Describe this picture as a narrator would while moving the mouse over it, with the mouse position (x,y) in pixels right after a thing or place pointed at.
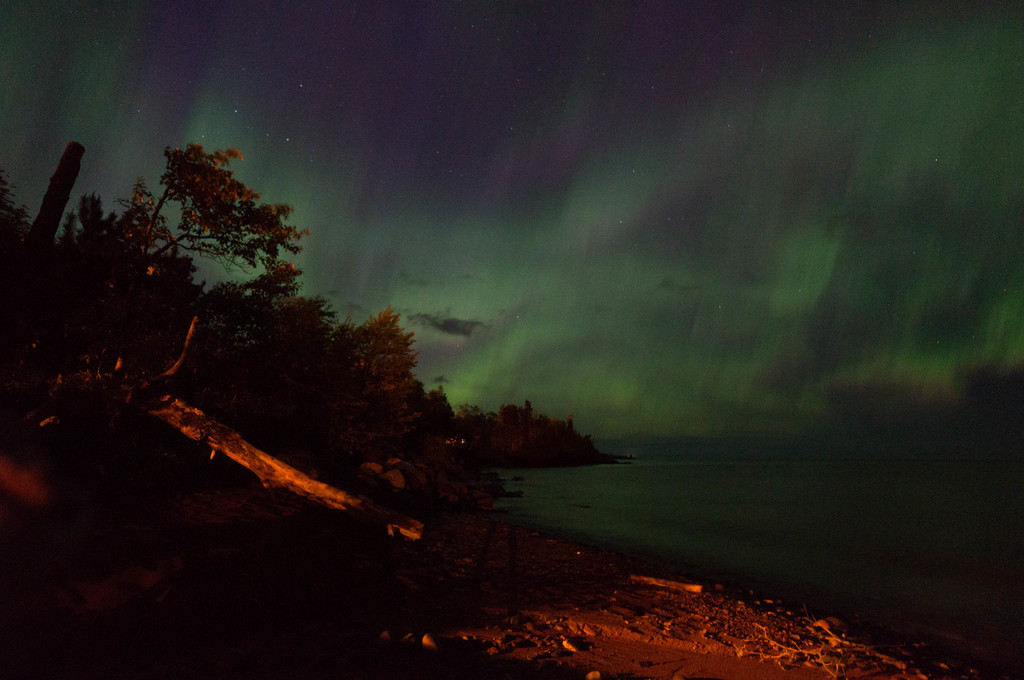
In this picture I can see trees (462,429), water (984,521), and in the background (716,287) there is sky (642,241).
